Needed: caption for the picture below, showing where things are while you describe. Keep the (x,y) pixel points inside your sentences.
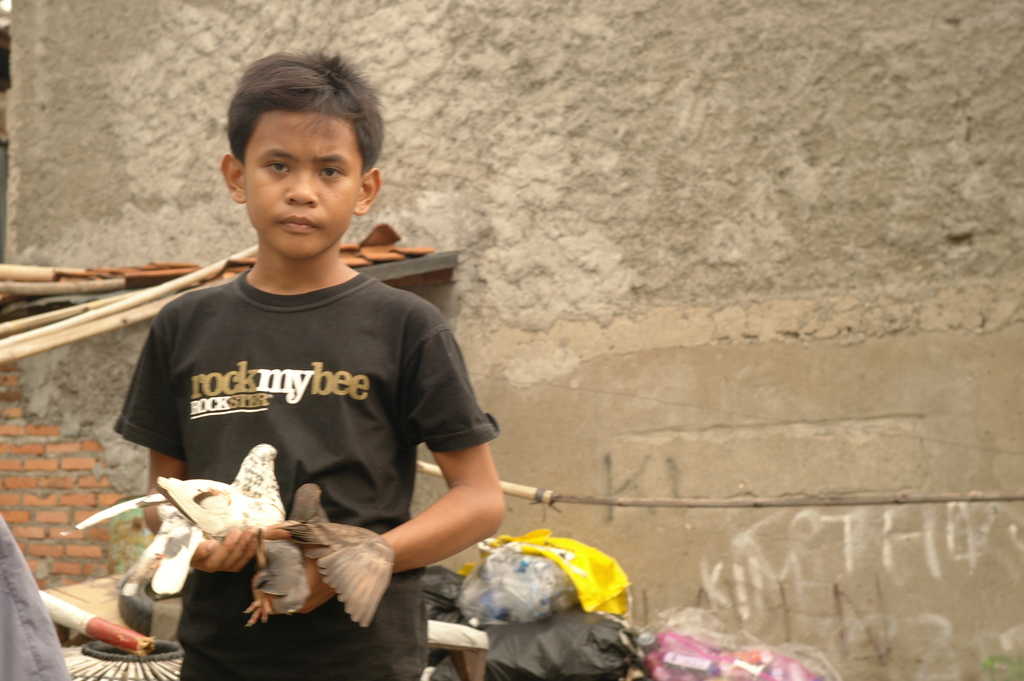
In this picture we can see a boy (182,640) in the black t shirt (313,335) holding the birds (236,494). Behind the boy (273,392) there are some items (655,680) and a wall (461,102).
